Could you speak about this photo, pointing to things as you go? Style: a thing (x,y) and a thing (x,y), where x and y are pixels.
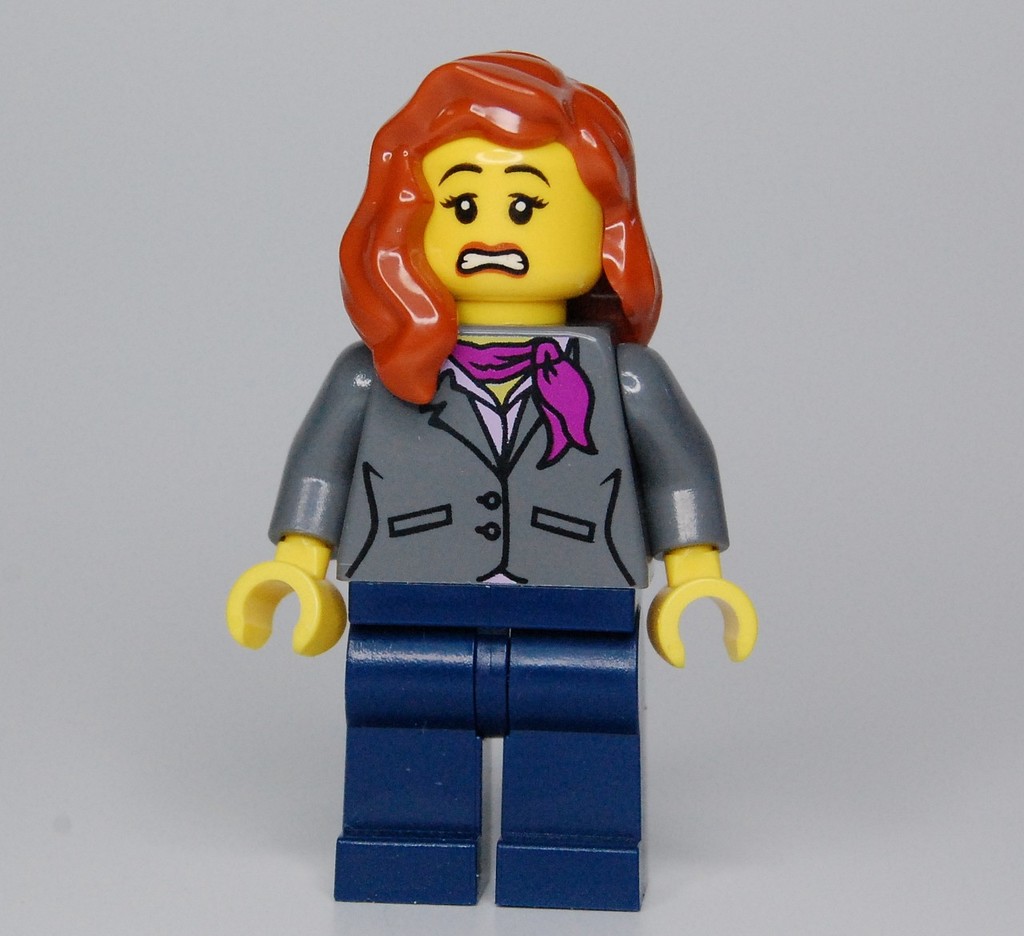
In the center of this picture (652,514) we can see the toy (525,344) of a person (536,602) wearing suit (333,410) and standing on an object (193,906).
